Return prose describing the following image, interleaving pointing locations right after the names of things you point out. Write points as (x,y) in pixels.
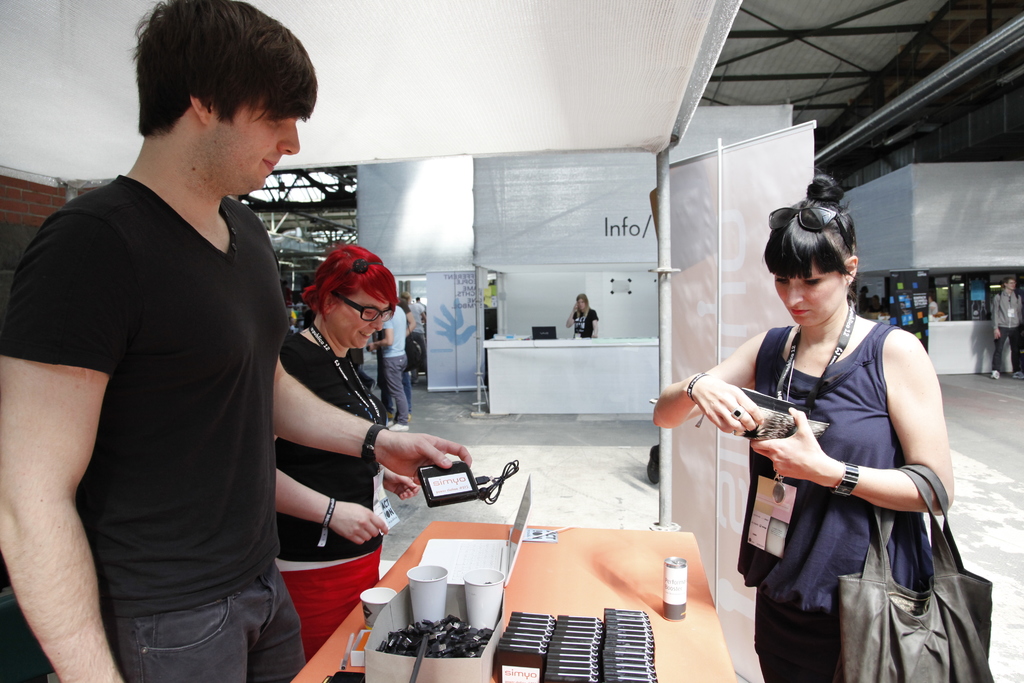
In front of the image there is a person (85,396) standing, holding some object (459,493) in his hand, beside the person (270,475) there is a woman (338,455) standing, in front of them on the table (556,578) there are some objects (516,638), in front of the table (628,574) there is a woman (812,366) standing by holding some object (778,424) in her hand (722,421), behind them there are a few other people (387,367) walking inside a metal rod rooftop auditorium (891,82), in the auditorium (889,69) there are different stalls (649,258) with metal rods (662,277) and there are name boards (633,239), banners (707,291) and display boards (911,309).
